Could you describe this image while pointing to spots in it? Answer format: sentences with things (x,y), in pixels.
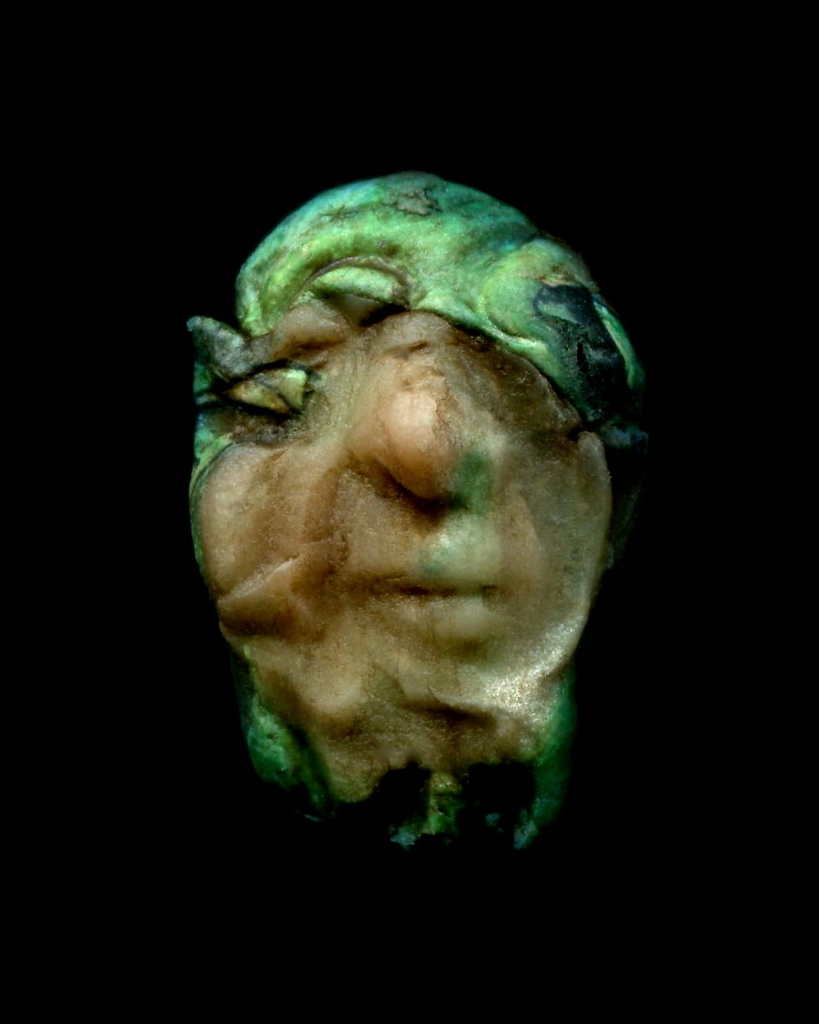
In the middle of the image (368,389) there is an object (395,517) which looks like depiction of a person's face (393,498). The top portion (520,267) is green in color. The background (126,976) is dark. We can see nose (411,415), eyes (240,394) and mouth (455,599).
